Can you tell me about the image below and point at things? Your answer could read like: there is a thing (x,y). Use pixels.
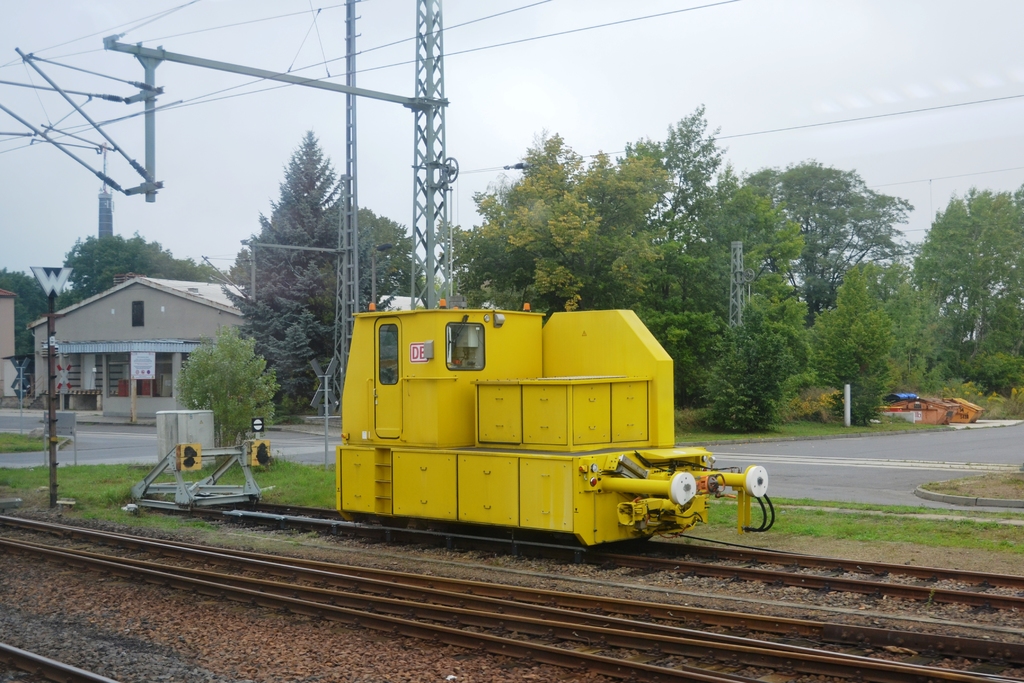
In this picture there are tracks (316,509) at the bottom side of the image (414,560) and there is an engine (588,462) in the center of the image (574,437) and there are trees (512,191) and houses (99,335) in the background area of the image (529,287), there are wires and towers (204,62) at the top side of the image (455,28).
